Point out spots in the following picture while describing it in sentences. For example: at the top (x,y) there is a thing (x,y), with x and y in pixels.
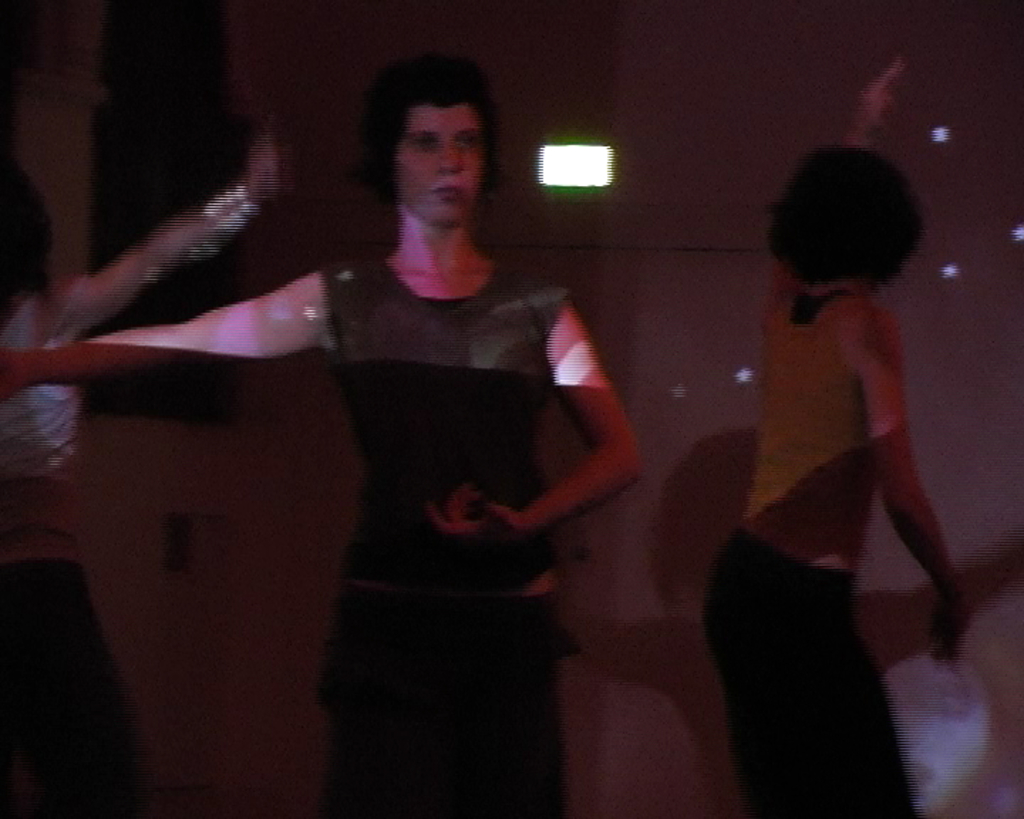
In this image, there are three people (364,429) dancing. In the background (555,269), I can see the lights (577,180) on the wall (718,233).
